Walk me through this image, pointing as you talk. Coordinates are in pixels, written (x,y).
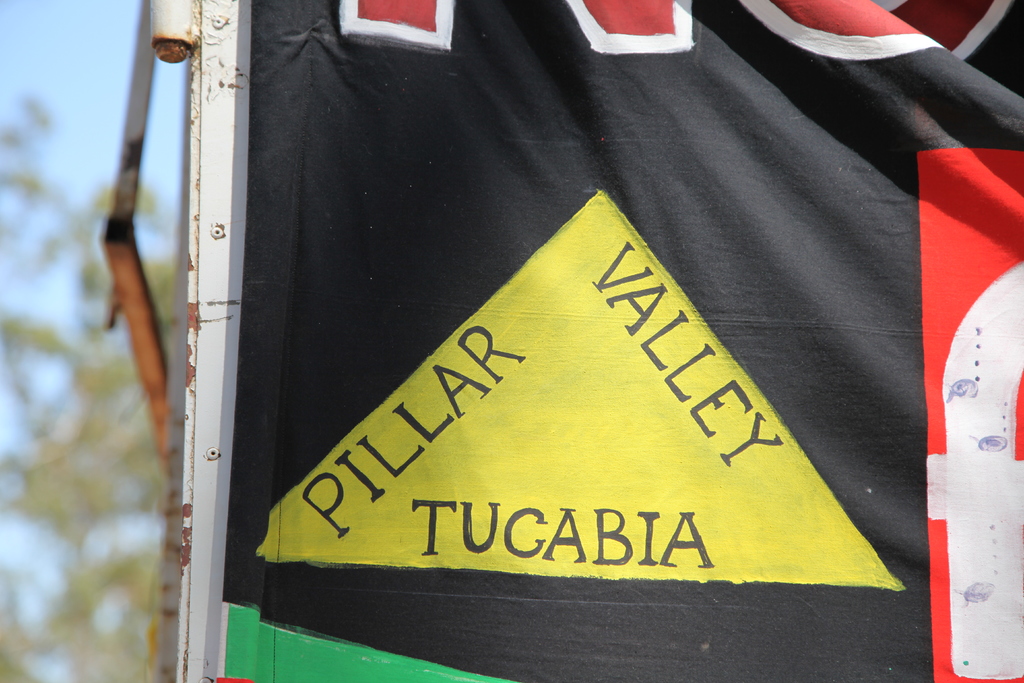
In this image, we can see a cloth (716,106) contains some text (596,527). In the background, image is blurred.
